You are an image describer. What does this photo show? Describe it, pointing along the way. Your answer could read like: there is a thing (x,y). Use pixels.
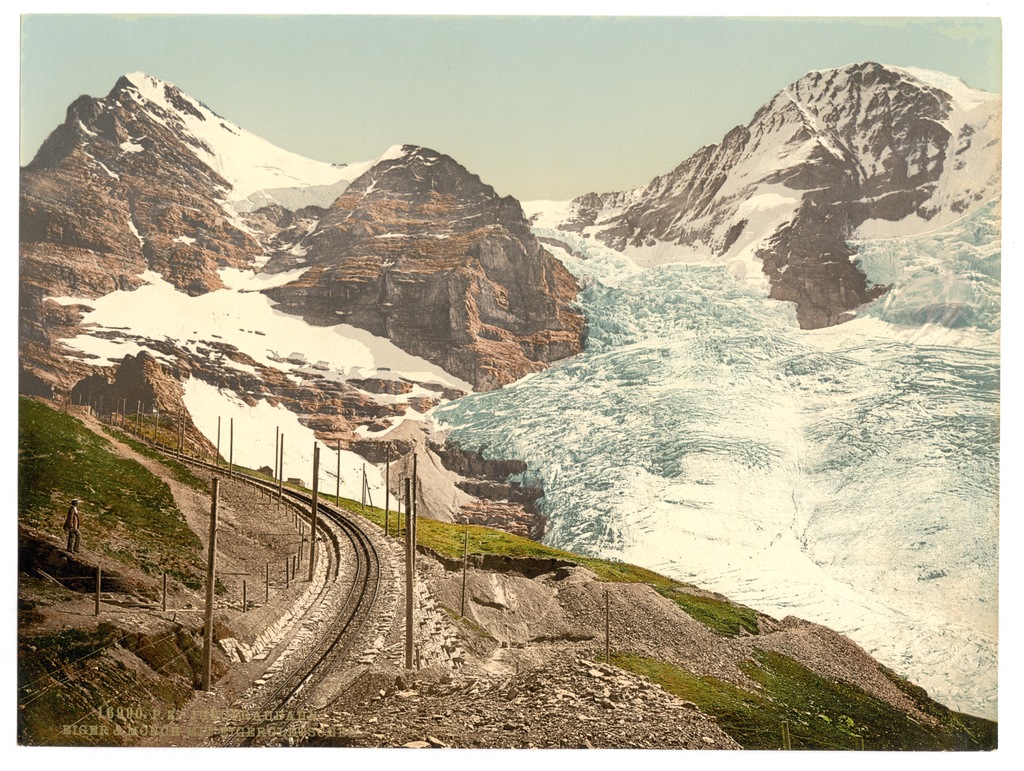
In this picture I can see the snow mountains (774,231). On the left (76,546) there is a man (72,525) who is standing near to the grass (112,509). In the bottom left (291,574) I can see the railway tracks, poles (466,536) and some stones (351,676). At the top (481,58) I can see the sky (397,81).
